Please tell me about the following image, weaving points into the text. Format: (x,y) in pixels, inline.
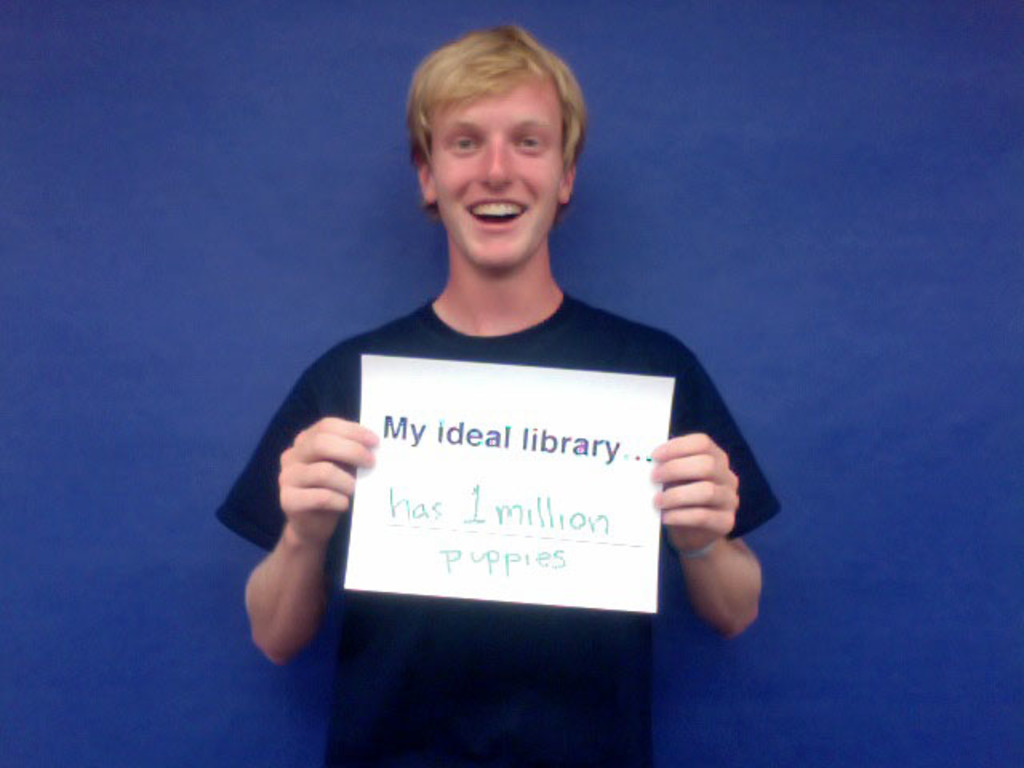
In the image we can see a boy (464,282) is standing, wearing clothes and he is smiling and he is holding a paper (480,427) in his hands (373,434). On the paper (483,464) there is a text (578,448) and the background (58,193) is blue.
